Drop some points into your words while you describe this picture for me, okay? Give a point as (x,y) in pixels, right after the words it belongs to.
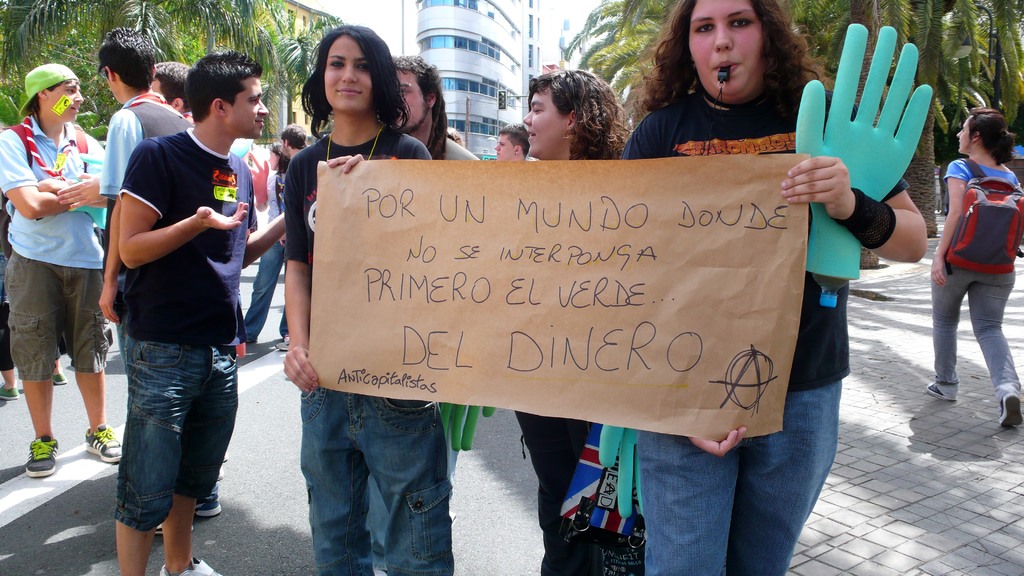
In this image I can see number of people (662,115) are standing and I can see few of them are holding hand like things (804,119). In the front (303,362) I can see two women (315,195) are holding a brown colour paper (332,359) and on it I can see something is written. On the both side of the image I can see two persons (977,155) are carrying bags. In the background (840,21) I can see number of trees (840,21), few poles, few signal lights (502,94) and few buildings (463,89).
